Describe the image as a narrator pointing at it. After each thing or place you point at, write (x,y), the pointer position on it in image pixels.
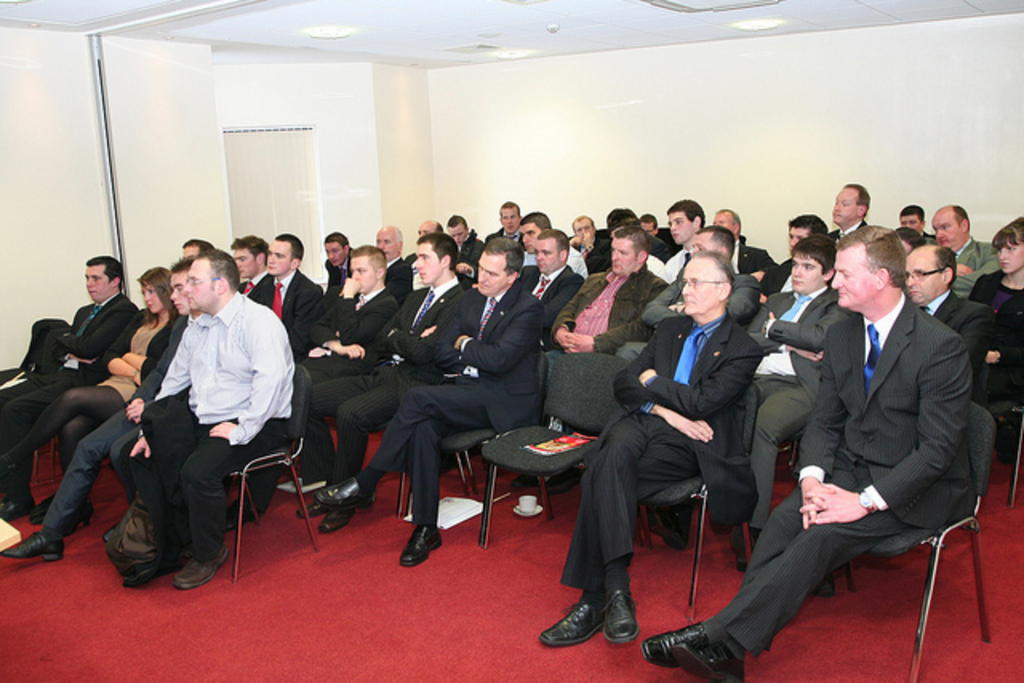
In this image we can see so many men (835,306) and women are sitting on the chairs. At the top of the image (430,148) we can see the walls (684,103) and roof (634,28). At the bottom of the image (517,647) we can see the red color carpet (359,614). There is a cup (532,504), saucer (523,513) and a book (462,519) on the floor (470,563).
